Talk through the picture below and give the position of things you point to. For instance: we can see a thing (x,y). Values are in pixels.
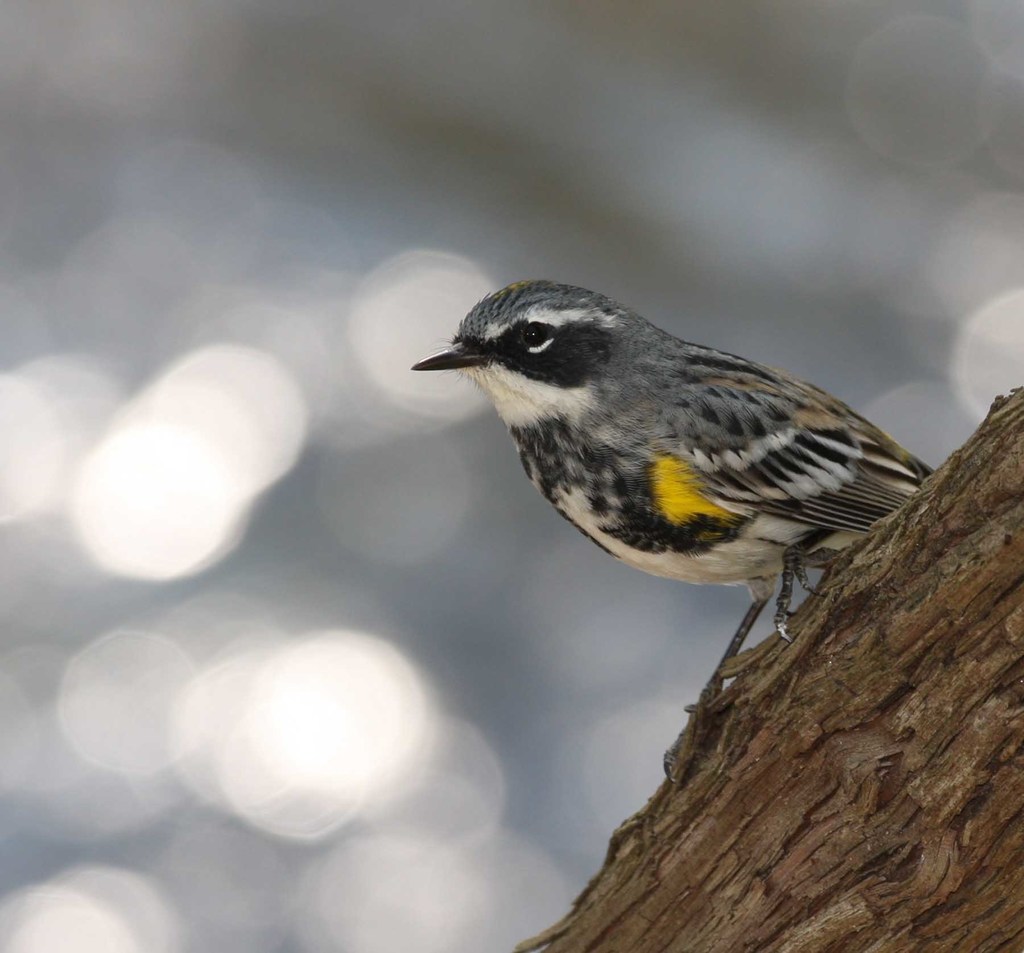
In this image, we can see a bird (746,630) on the trunk (792,837) and the background (258,860) is not clear.
